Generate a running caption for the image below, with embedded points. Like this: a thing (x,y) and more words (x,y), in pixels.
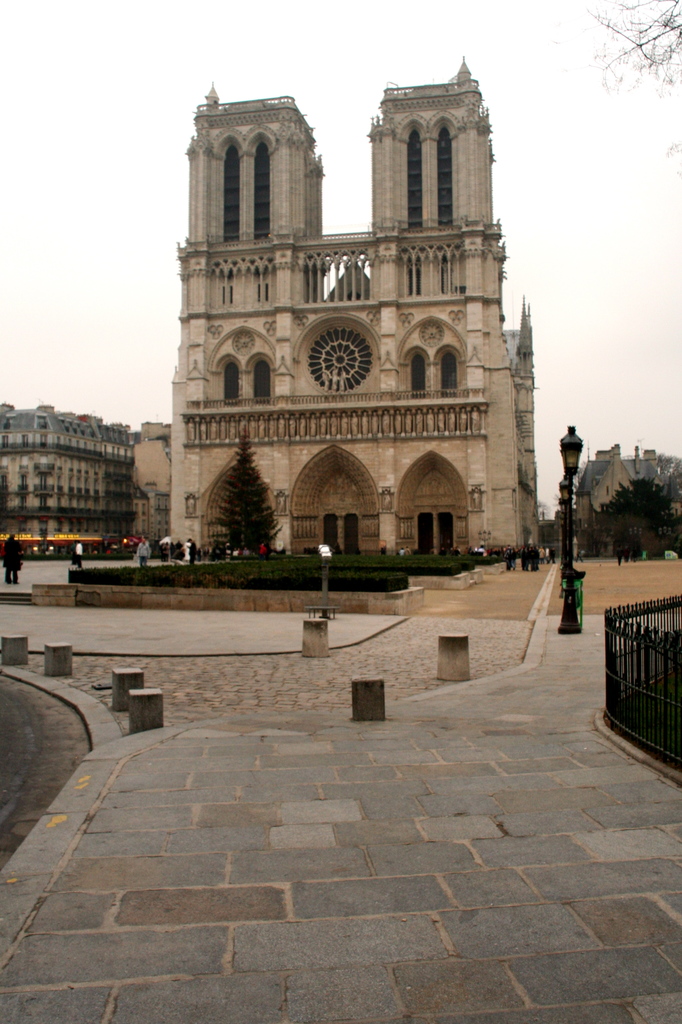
This is an outside view. At the bottom of the image (301,1003) I can see the ground (613,884). On the right side (635,632) there is a railing (635,652). In the background (431,455), I can see few buildings (417,457), trees (603,530) and some people (78,564) on the ground (54,560). At the top of the image (106,148) I can see the sky (116,115).
